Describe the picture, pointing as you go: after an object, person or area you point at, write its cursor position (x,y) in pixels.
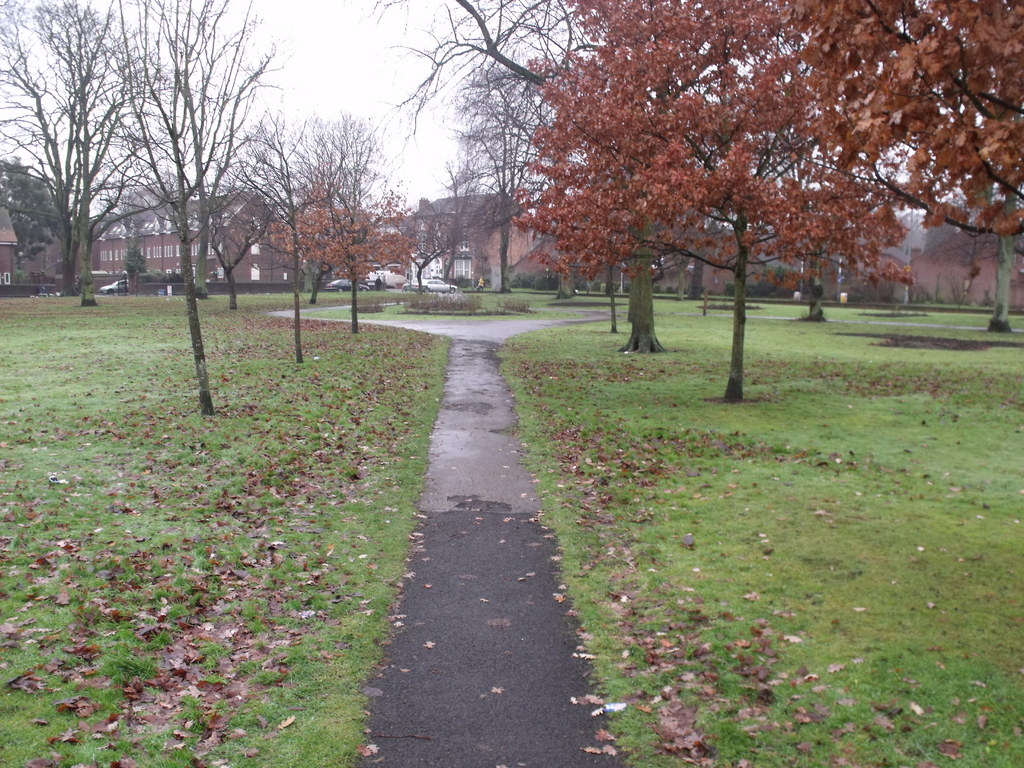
In this image we can see dry leaves (598,482) on the grassy land (197,536). We can see trees (329,226), cars (337,288), plants (157,279) and houses (985,253) in the middle of the image (501,269). The sky (281,85) is in white color.
